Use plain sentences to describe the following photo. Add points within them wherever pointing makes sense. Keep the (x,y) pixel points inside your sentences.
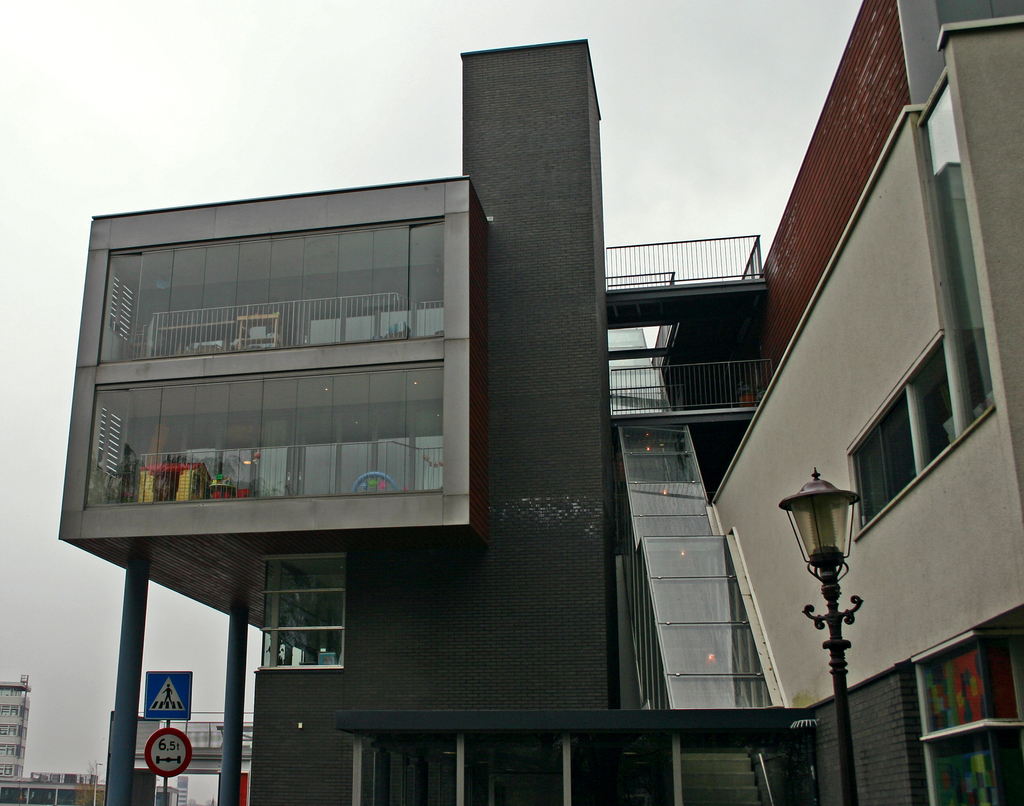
In this picture I can see the building (446,616). In the bottom right (835,675) there is a street light (835,626). In the bottom left (154,697) I can see the sign boards (167,696). In the background (217,753) I can see the bridge (144,795) and other buildings (2,749). On the left (316,478) I can see the table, chairs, plants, fencing (339,319) through the glass (388,412). At the top (285,40) I can see the sky (294,32).
